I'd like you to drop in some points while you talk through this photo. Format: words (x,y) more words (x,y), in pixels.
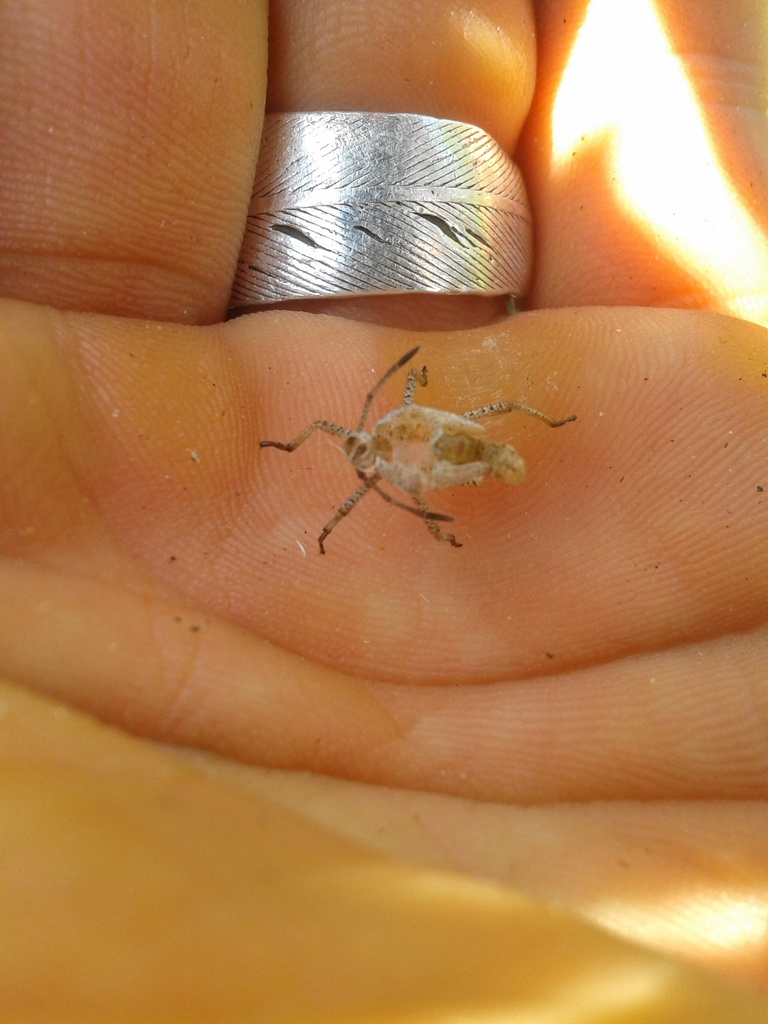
This image consists of an insect (461,451) in brown color. The person (232,648) holding the insect (429,450) in the hand (300,514). The person (283,653) is also wearing a ring (308,225).
